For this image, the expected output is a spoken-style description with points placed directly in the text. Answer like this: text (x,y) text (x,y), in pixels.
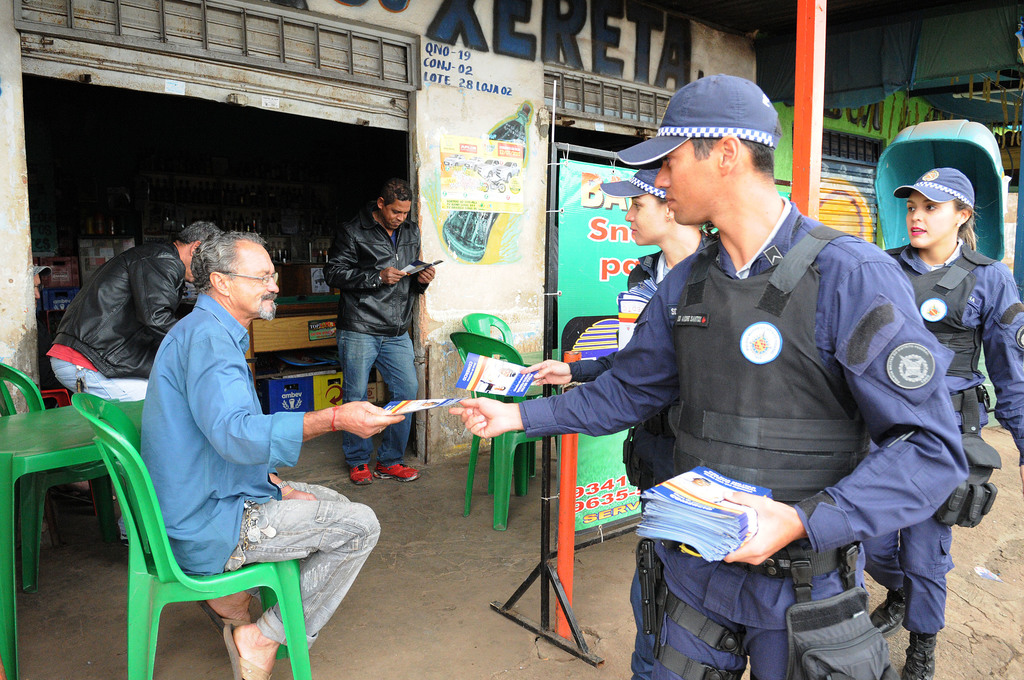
These people (788,389) are standing, person (268,435) is sitting, this is building (468,111), this is bottle (469,239) and this is poster (584,236).
